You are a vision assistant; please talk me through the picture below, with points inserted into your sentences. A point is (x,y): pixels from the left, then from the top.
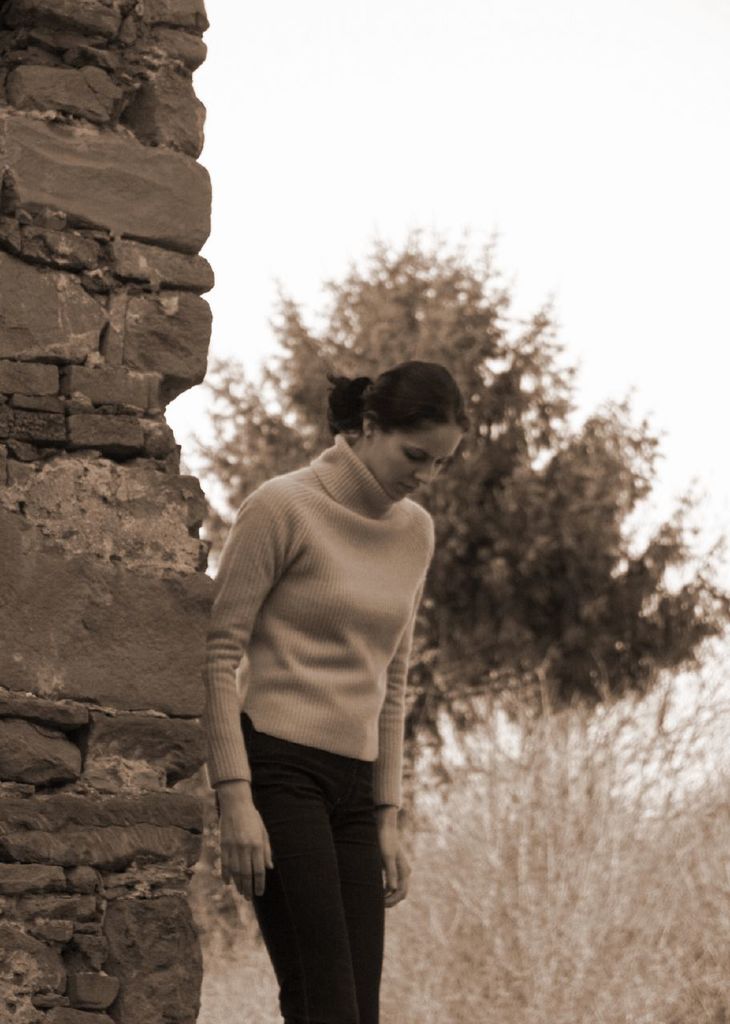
In this image I can see a person (240,851) standing, background (649,521) I can see trees (537,518) and sky (541,72), and the image is in black and white.
